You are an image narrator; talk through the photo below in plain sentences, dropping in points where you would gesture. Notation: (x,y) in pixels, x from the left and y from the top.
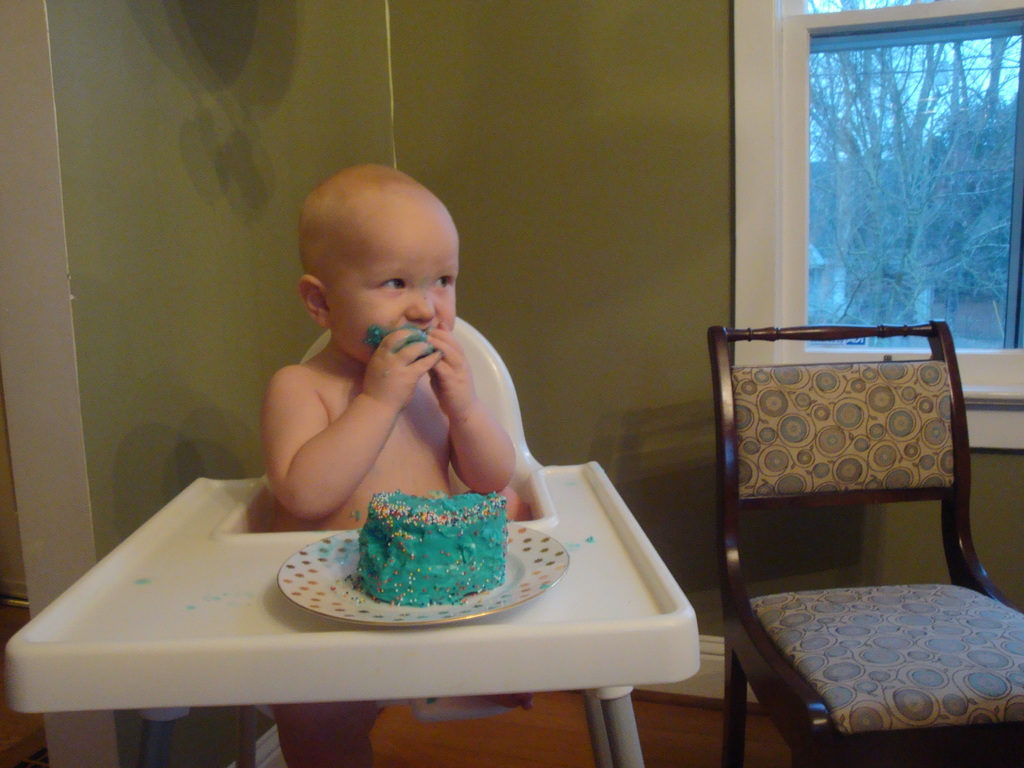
In this image there is a child (360,393) in the center (393,376) eating food (416,331). At the right side (930,670) there is empty chair (888,641), white colour window (786,196) outside the window (794,136) there are trees (940,178). In the background (330,106) there is a green colour wall (418,96). In the front (447,543) there is a food (452,563) on the plate (521,593).
